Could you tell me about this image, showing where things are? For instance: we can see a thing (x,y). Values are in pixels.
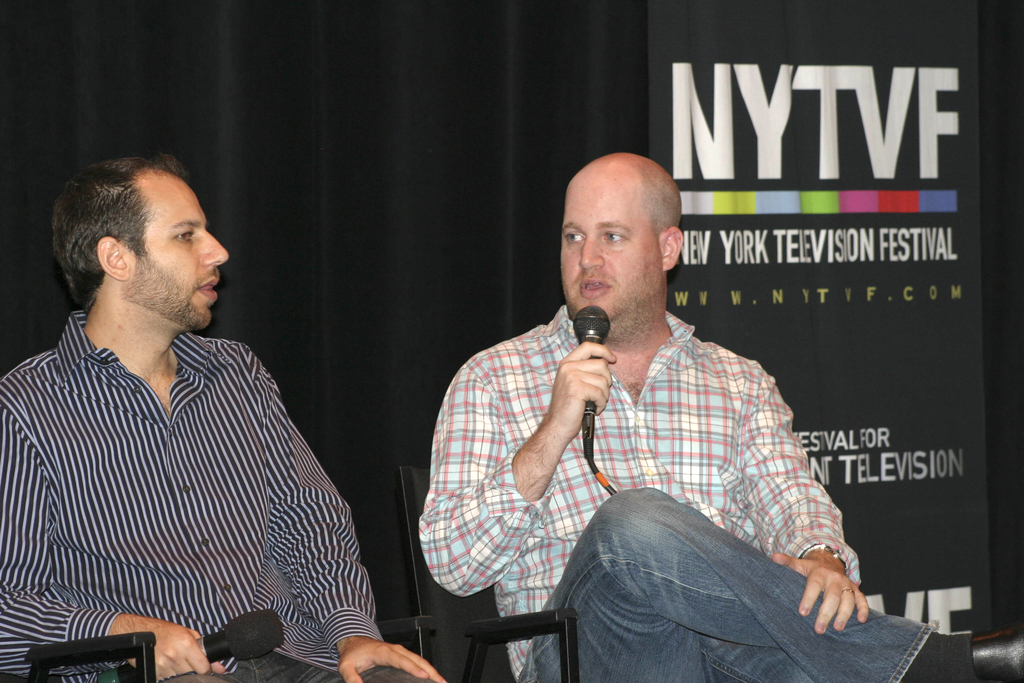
On the background (802,122) we can see a board (849,278), hoarding board (847,212). We can see this man (576,201) sitting on chair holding a mike (605,320) in his and talking. Beside to him, we can see other man (204,459) sitting on a chair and holding a mike (233,645) in his hand (201,662).
